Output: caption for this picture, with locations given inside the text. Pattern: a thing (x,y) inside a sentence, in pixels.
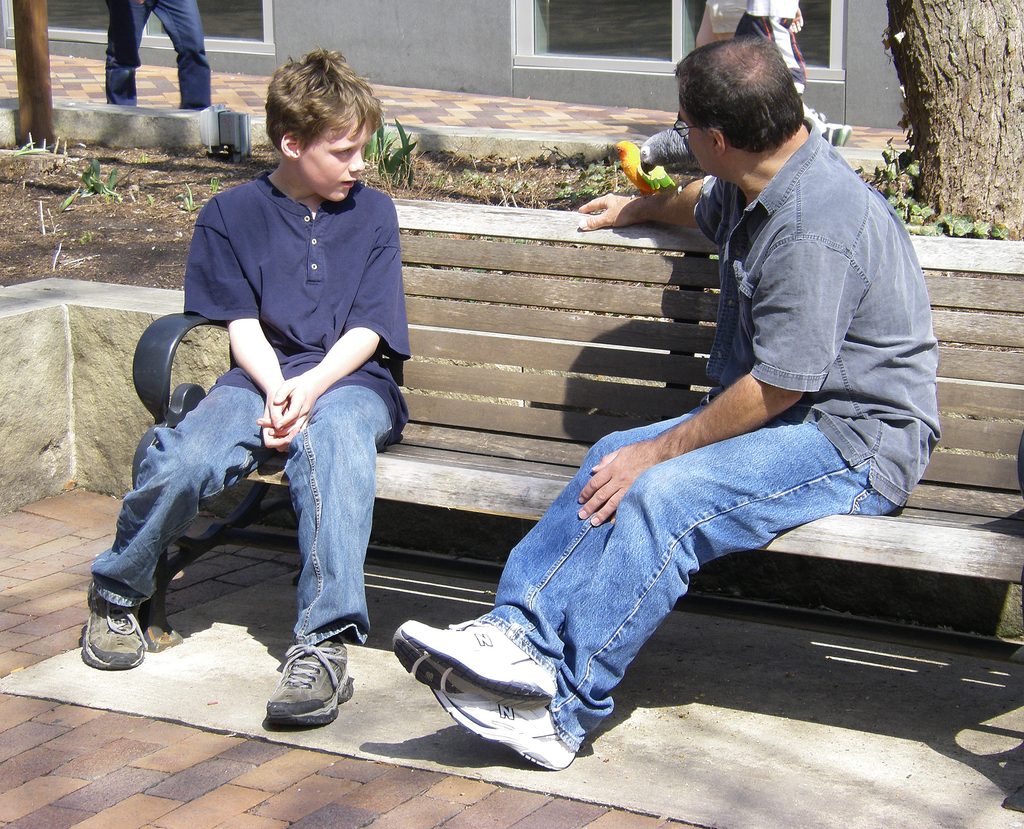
There is a man (749,408) and a boy (365,362) sitting on the bench (408,365). The man (776,213) wore a grey color shirt (736,230) and a blue jeans (672,538) with white shoes (501,643). The boy (364,314) wore a navy blue color t-shirt (361,307) and blue jeans (342,417) with green color shoes (320,682). There is a person (191,15) standing in the background (188,35). There is also a wall (341,35) and glass (537,11). There is tree trunk (963,51) and also leaves (952,224) just beside the trunk (944,28). There is grass (396,160) on the land (419,174).
